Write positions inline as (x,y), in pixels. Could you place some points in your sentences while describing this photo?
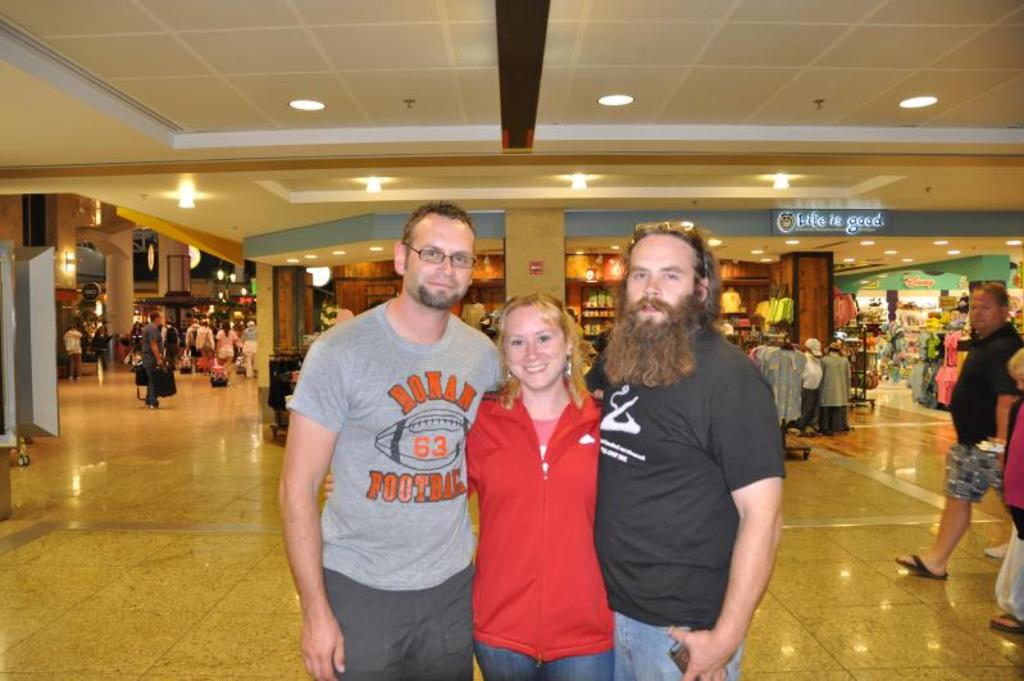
It is looking like a mall (283,319). In the foreground (400,512), I can see two men (451,377) and a woman (511,454) are standing, smiling and giving pose for the picture. In the background (374,280) there are some stalls (608,306) and I can see few people (970,459) are walking on the floor (191,410). On the top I can see the lights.
